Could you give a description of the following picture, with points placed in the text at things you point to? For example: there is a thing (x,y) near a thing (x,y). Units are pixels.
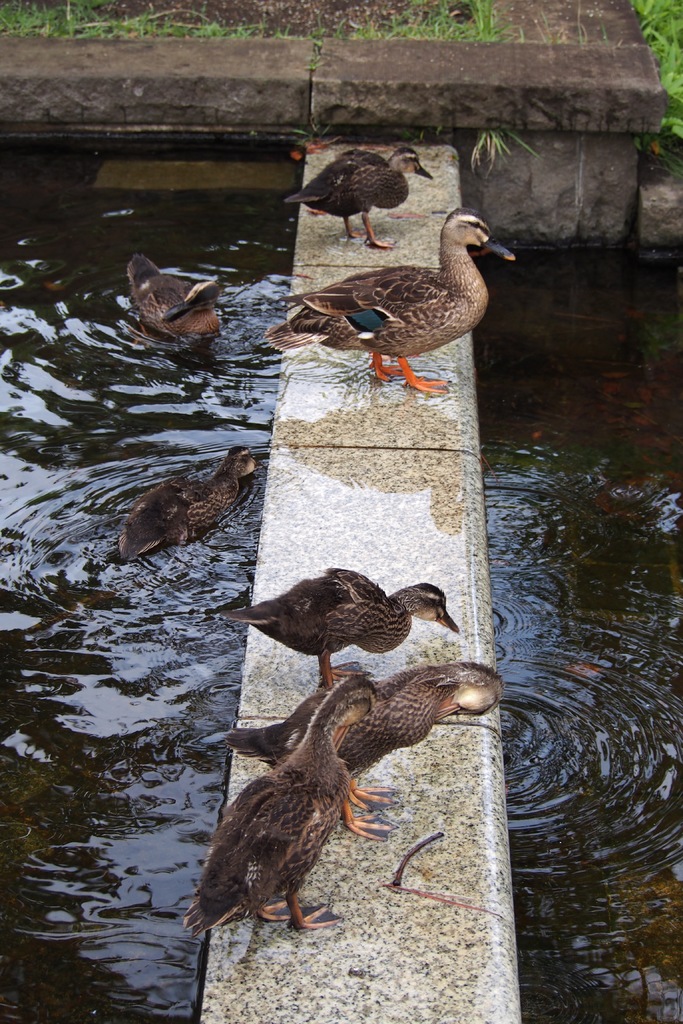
In this picture we can see a group of birds (385,171) on a surface (330,413) and water (107,237) and in the background (177,58) we can see the grass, wall (431,63).
